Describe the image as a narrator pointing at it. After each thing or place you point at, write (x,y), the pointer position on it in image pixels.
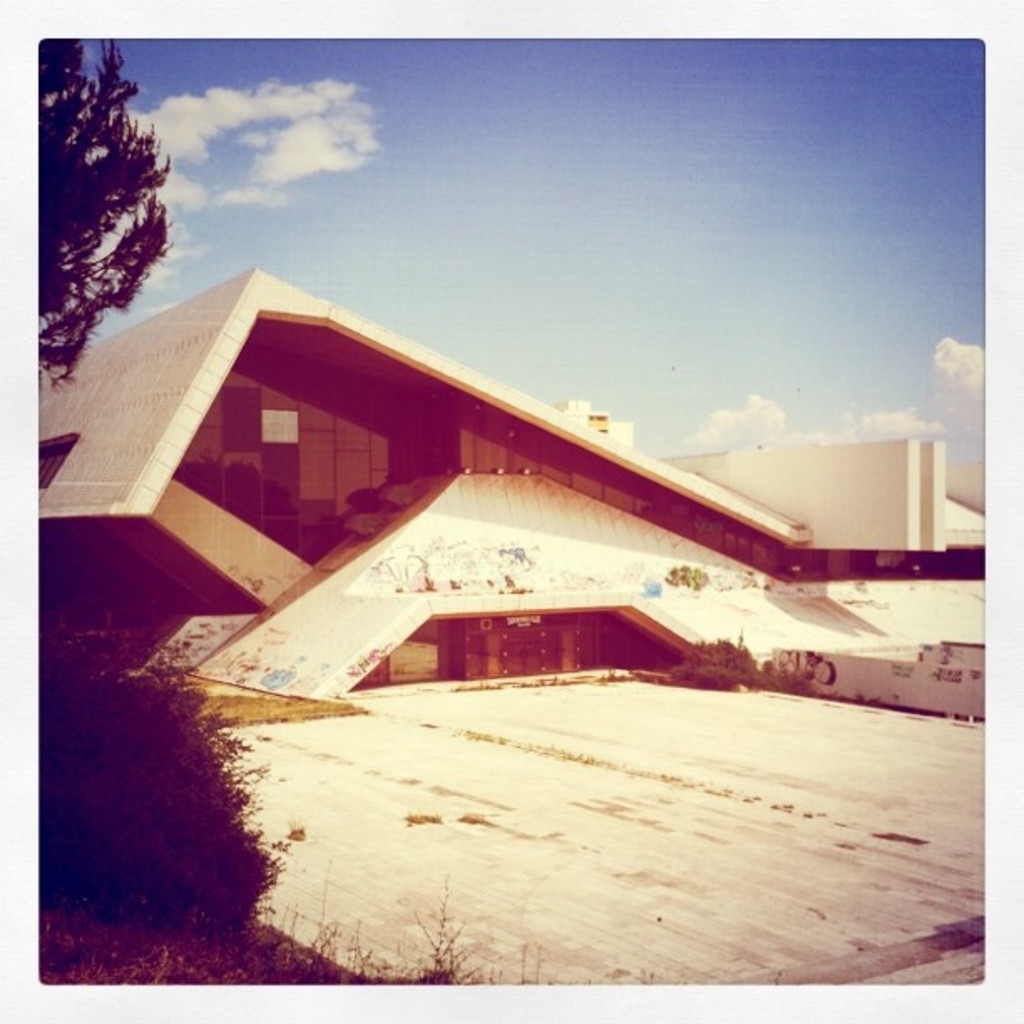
In this image we can see a building (116,374) and at the left side of the image (126,775) there is a tree (74,159) and a plant (162,768) and sky (561,220) with clouds (345,149) in the background (547,201).
